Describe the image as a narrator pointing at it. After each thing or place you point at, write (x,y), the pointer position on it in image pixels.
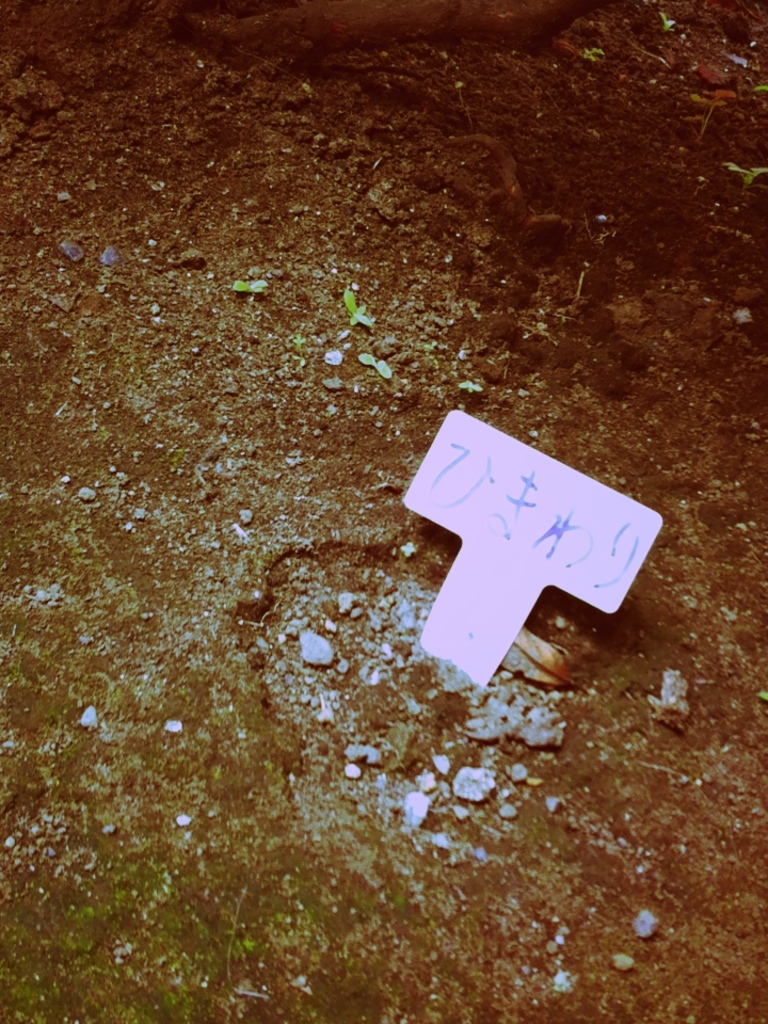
In this image we can see a text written on an object (521,602) and there are small plants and stones (319,340) on the ground (753,590).
